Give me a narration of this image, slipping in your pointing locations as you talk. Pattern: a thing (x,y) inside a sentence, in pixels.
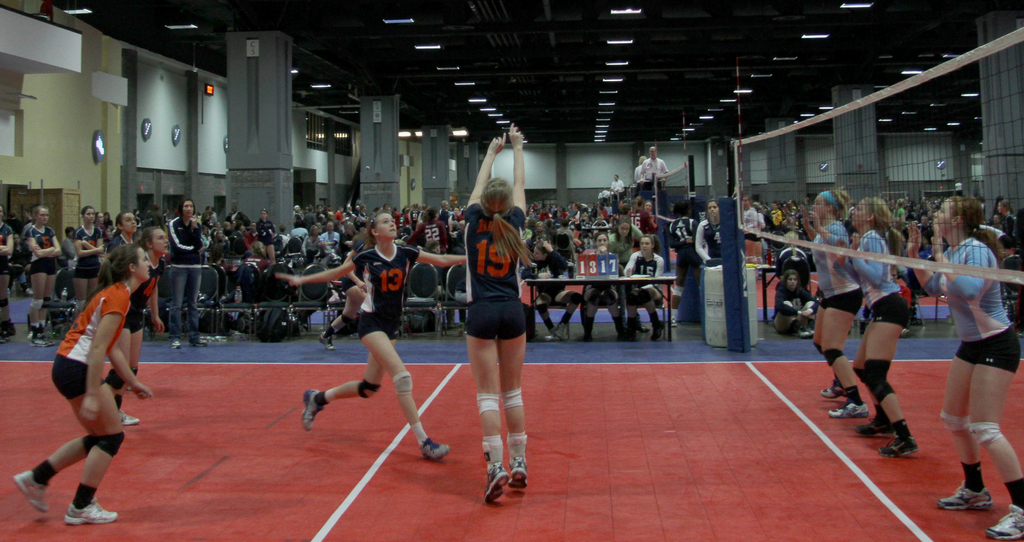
In this image in the center (480,334) there are some people (520,352) who are playing and in the background (211,248) there are group of people (416,241) who are sitting and some of them are standing. On the right side (900,315) there are some people (988,358) who are standing and it seems that they are playing some game, in the background (586,152) there is a wall (586,162) and some pillars (260,115). On the top (483,66) there is ceiling (557,76) and lights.
